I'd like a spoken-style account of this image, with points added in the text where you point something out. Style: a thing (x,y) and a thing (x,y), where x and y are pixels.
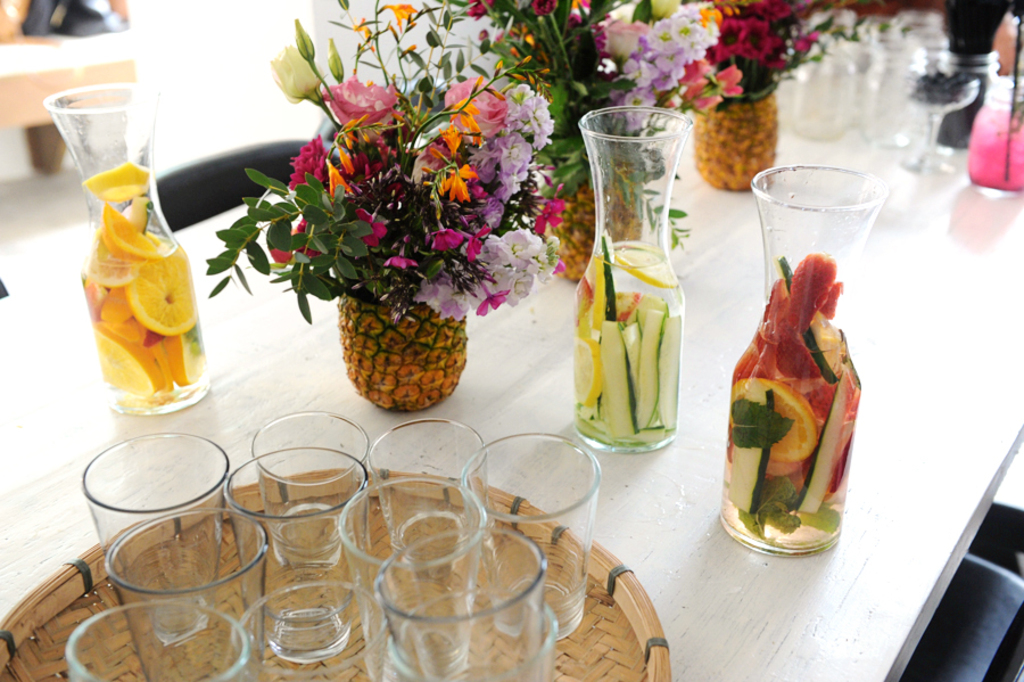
In this picture I can see pine apples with flowers (500,156), there are glass jars (625,280) with vegetables (655,306) and fruits slices (765,318) in it, there are glasses (174,612) on the tray (68,610), and there are some other items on the table (563,407), and in the background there are some objects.
